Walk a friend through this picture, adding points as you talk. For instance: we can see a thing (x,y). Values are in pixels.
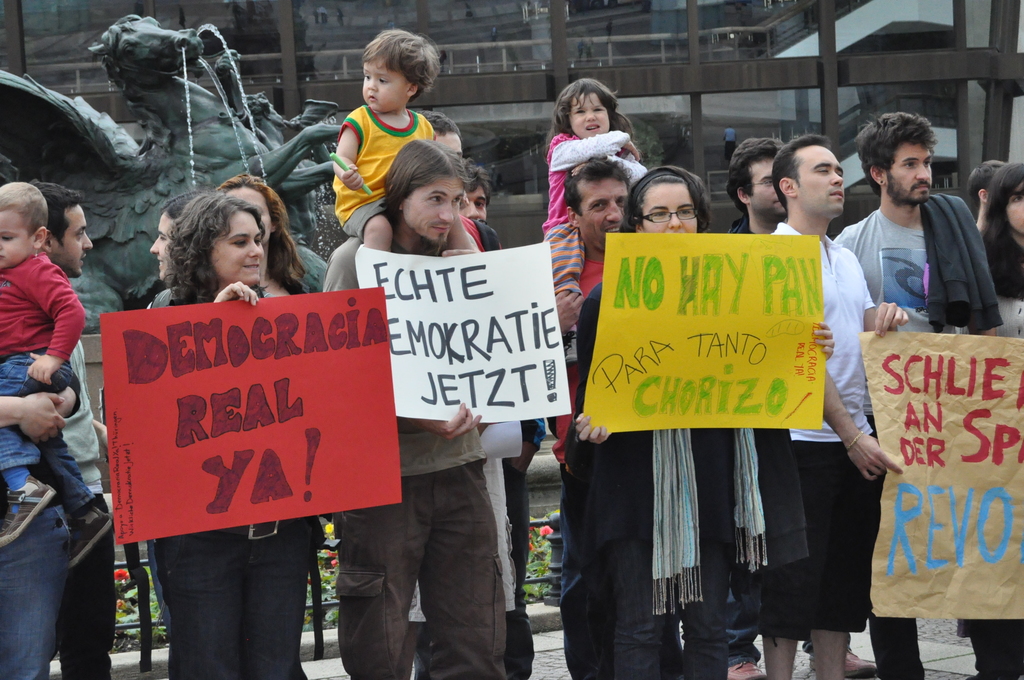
In this image there are few people (962,200) and some of them are holding text boards (764,302). In the background (313,168) there is a monument (203,96) and also building (843,42).
